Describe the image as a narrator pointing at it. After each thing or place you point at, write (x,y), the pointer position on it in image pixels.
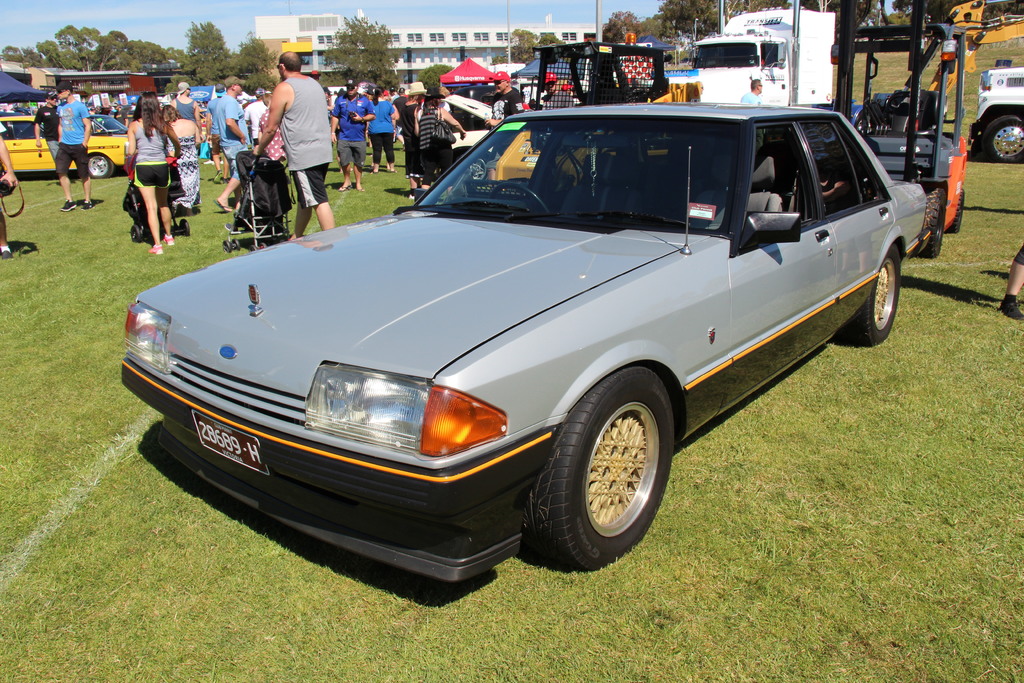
There is a car (433,349) on a grassy land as we can see in the middle of this image (431,330) and we can see persons (261,119), vehicles (929,102) and a building (419,67) in the background (300,143). There is a sky (156,19) at the top of this image (468,13).
